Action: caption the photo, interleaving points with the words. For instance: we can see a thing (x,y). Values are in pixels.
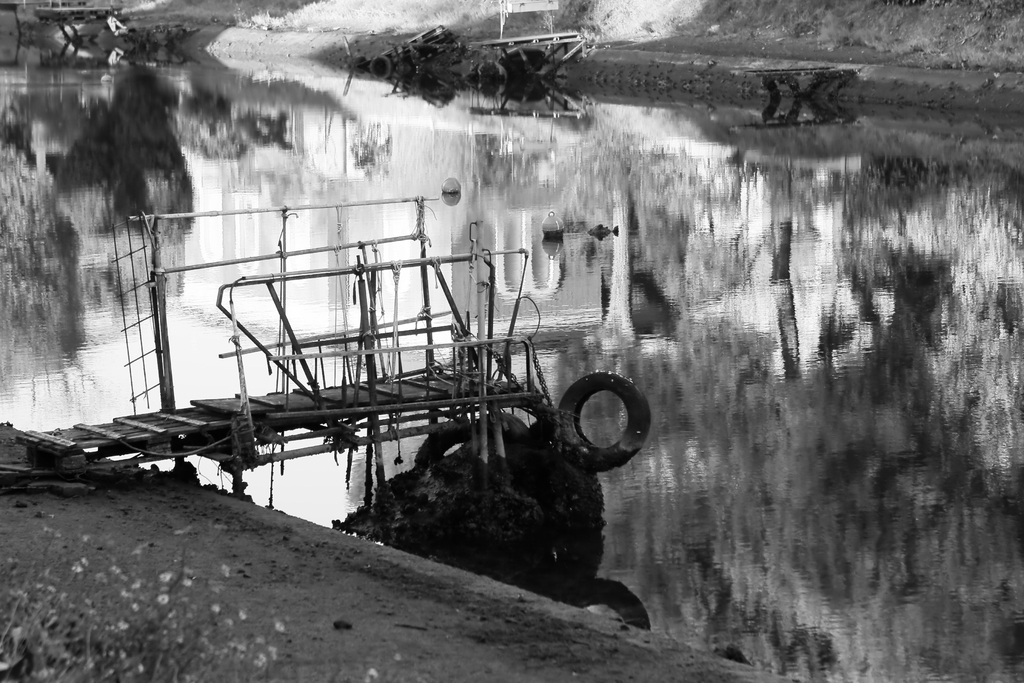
In this picture I can see some tires (563,419) which are placed on this small bridge (446,395). In the center (540,357) I can see the water flow (616,400). In the water reflection (597,220) I can see the buildings (407,186) and trees (873,446). At the top (407,73) I can see some small bridges (463,78).
